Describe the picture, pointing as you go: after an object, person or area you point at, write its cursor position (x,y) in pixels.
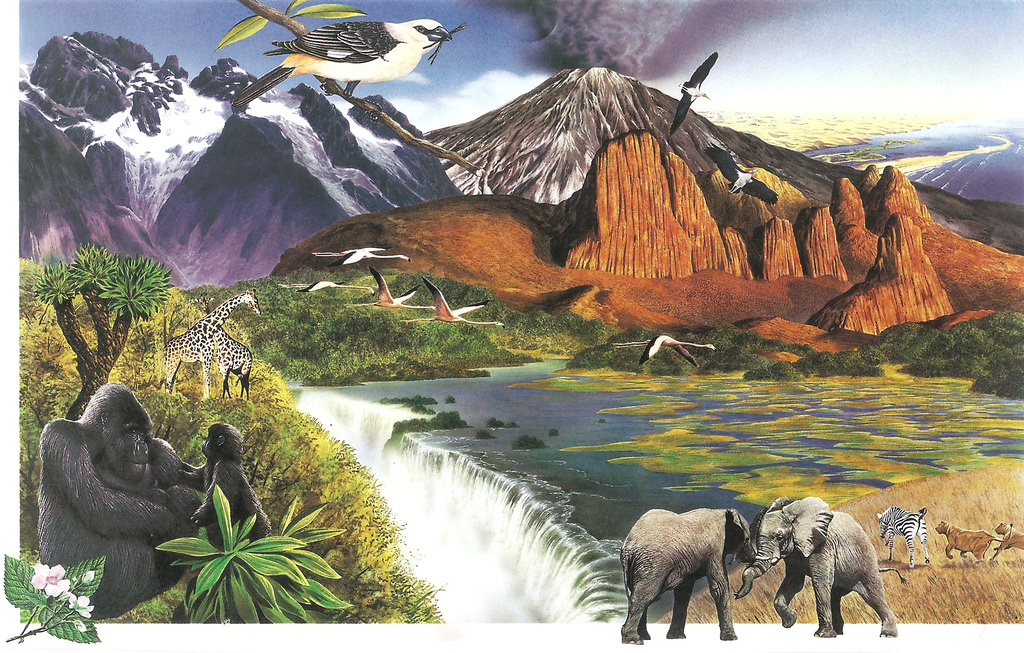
This is an animated image where I can see a gorilla (121,506) with an infant (236,503), I can see giraffes (222,392), elephants (755,564), zebra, birds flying in the air (722,103), I can see few more animals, waterfalls (535,497), hills (431,243), mountains (204,234), trees (388,334), flowers (66,589), volcanoes (485,125) and the sky (765,64) in the background (523,148).
